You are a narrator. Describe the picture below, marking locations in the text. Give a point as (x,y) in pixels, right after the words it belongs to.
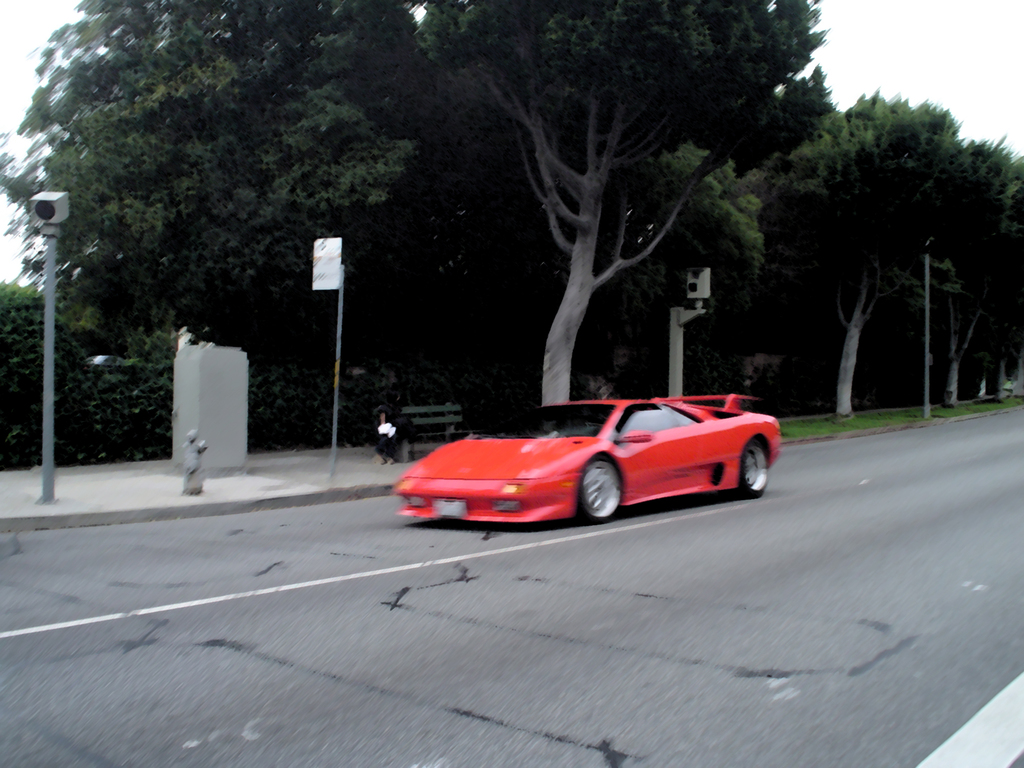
In the middle of this image (592,419), there is a red color vehicle (543,426) on the road (767,493), on which there is a white color line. In the background (935,177), there are trees (840,127), poles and grass (997,407) on the ground (963,411) and there are clouds (46,14) in the sky (44,14).
